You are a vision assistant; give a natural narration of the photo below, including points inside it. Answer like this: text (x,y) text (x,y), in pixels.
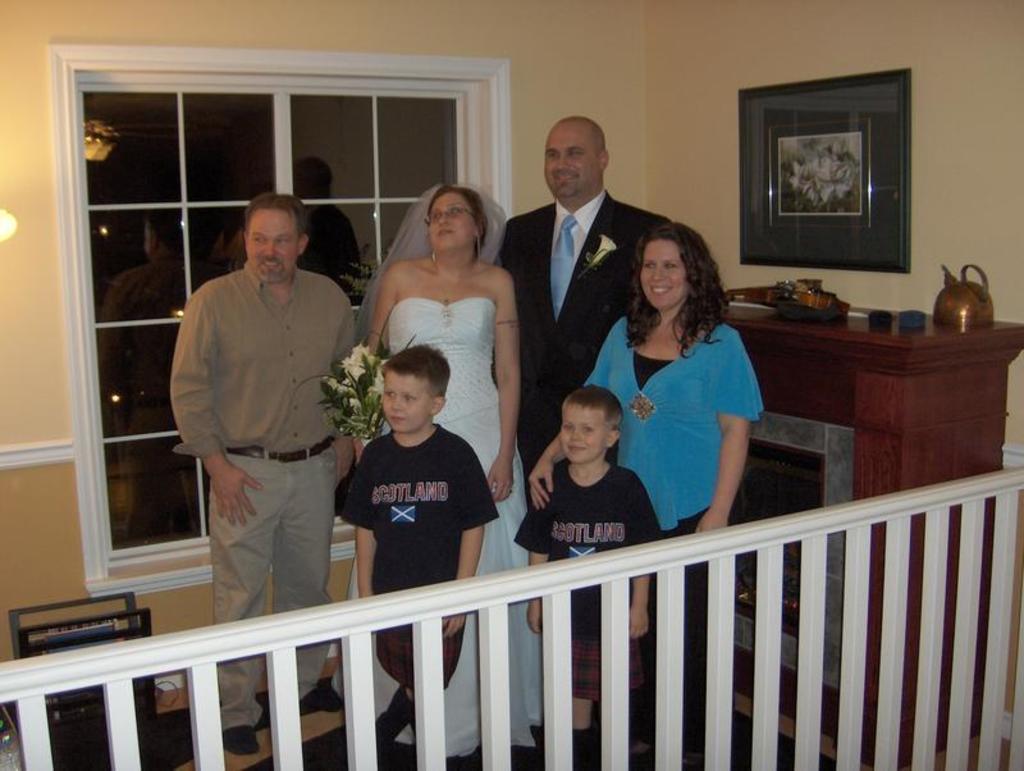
There are people (515,426) standing and we can see some objects (981,306) on table (913,365). Background (785,197) we can see frame (829,173) on wall (192,36), window (168,90) and light (12,232). Here we can see fence (777,546).
